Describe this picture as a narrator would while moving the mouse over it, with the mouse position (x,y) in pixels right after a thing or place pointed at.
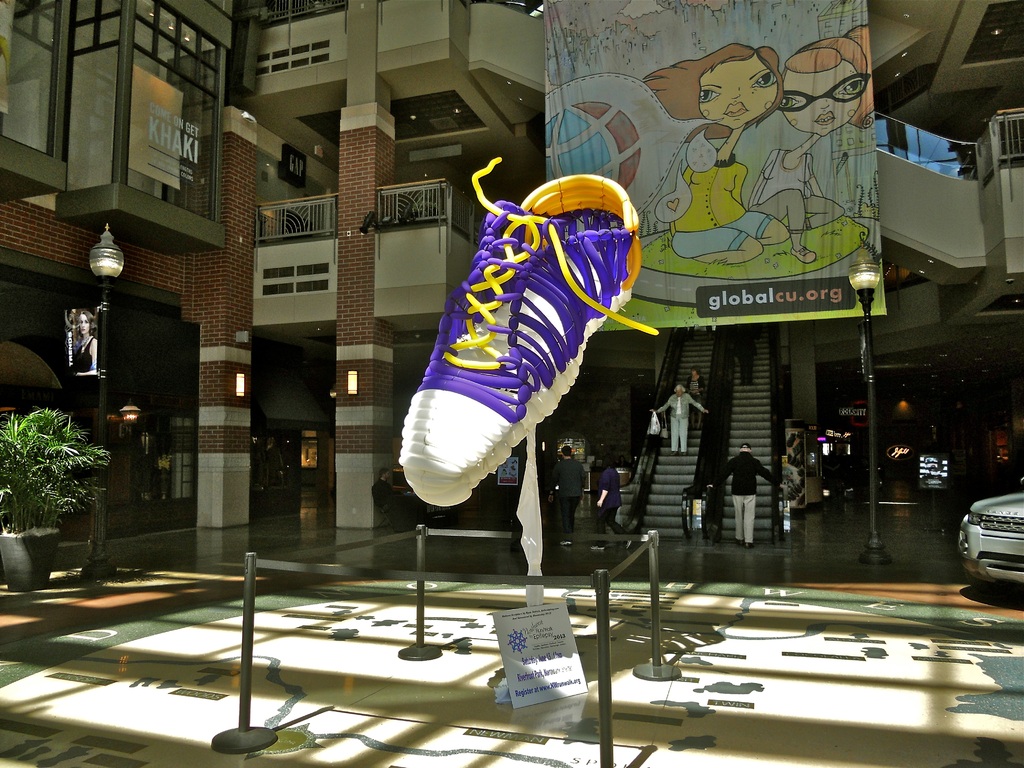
In this image we can see a dummy shoe (475,409) with a name board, escalators (701,357), group of people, vehicle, poles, lights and we can see a building (460,178), there are some grills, stands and a houseplant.
